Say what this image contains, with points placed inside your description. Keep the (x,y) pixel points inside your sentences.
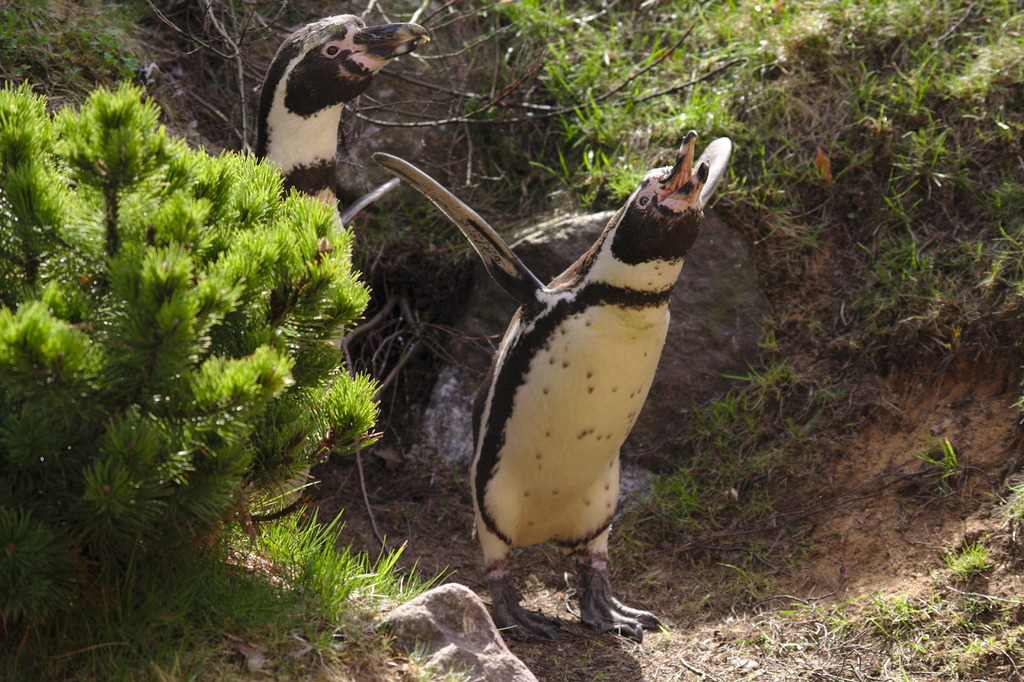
In this picture I can see 2 penguins (285,75) in front (285,88), which are of white and black in color and I see the grass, plants (110,134) and few sticks (407,75).
